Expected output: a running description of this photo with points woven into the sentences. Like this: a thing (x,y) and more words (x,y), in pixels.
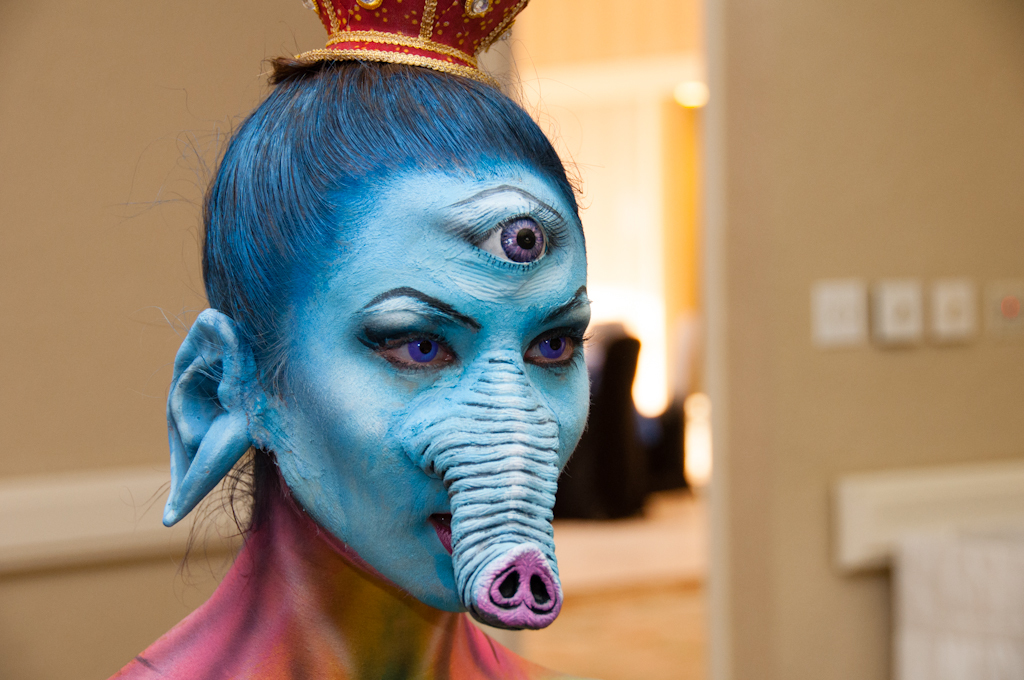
In this image in the foreground (372,602) there is a person (301,253). the person (353,341) is wearing makeup (403,246). The person (370,459) is having big ear (215,382), third eye (491,238) and a trunk (493,420). The person (396,96) is wearing a cap (404,29). In the background (793,160) there is wall (741,414). The background (707,425) is blurry.
